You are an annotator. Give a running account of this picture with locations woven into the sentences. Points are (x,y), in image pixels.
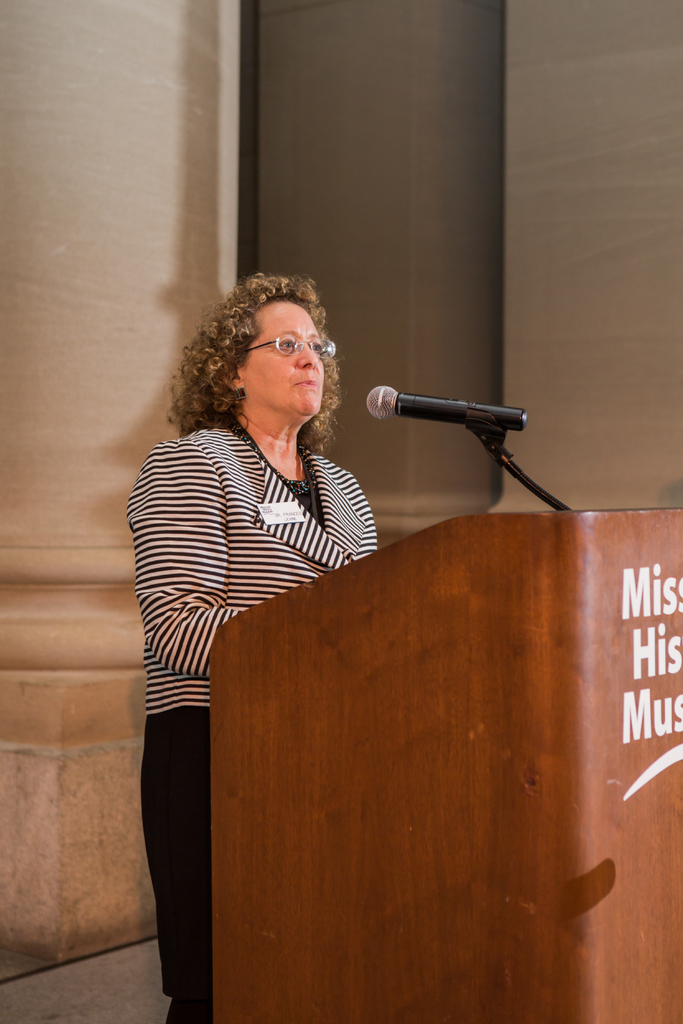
In this image we can see a person (201,525) is standing and in-front of this woman (280,463) there is a podium (407,604) with mic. Background (596,259) there are pillars (293,205). Something written on this podium (613,683).
